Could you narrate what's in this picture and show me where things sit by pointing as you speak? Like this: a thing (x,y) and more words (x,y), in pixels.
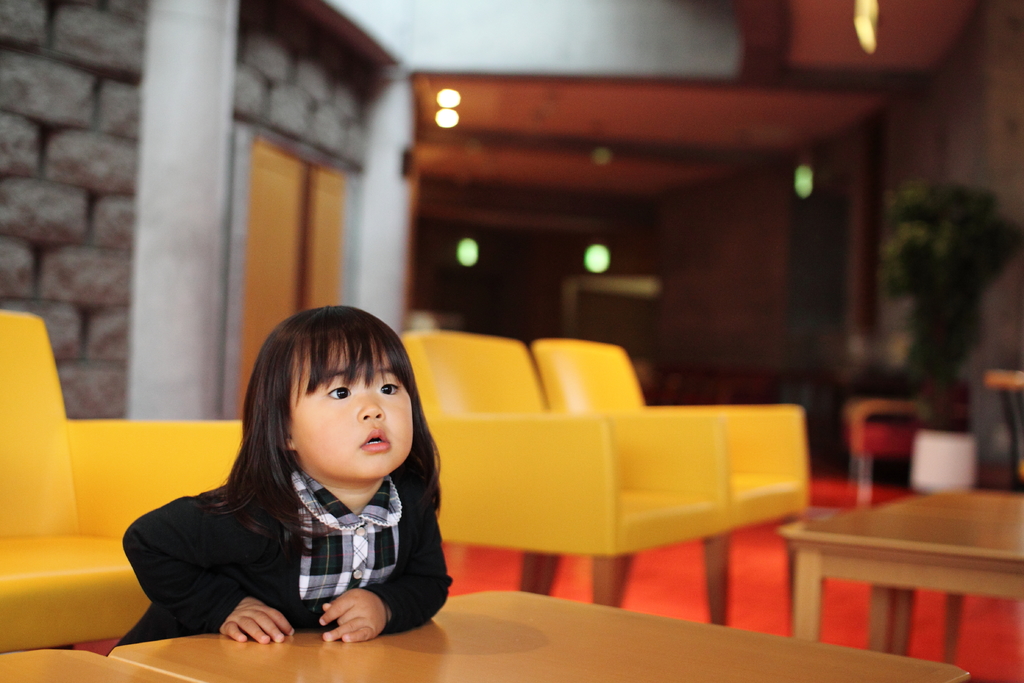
This image is clicked inside a lobby (559,585). In this image there is a child (149,549). And she is wearing a black Jacket (277,544). In the front (478,661), there is a table (539,608). In the background (67,258) there is wall (119,296), chairs (13,318), plants (930,296).
